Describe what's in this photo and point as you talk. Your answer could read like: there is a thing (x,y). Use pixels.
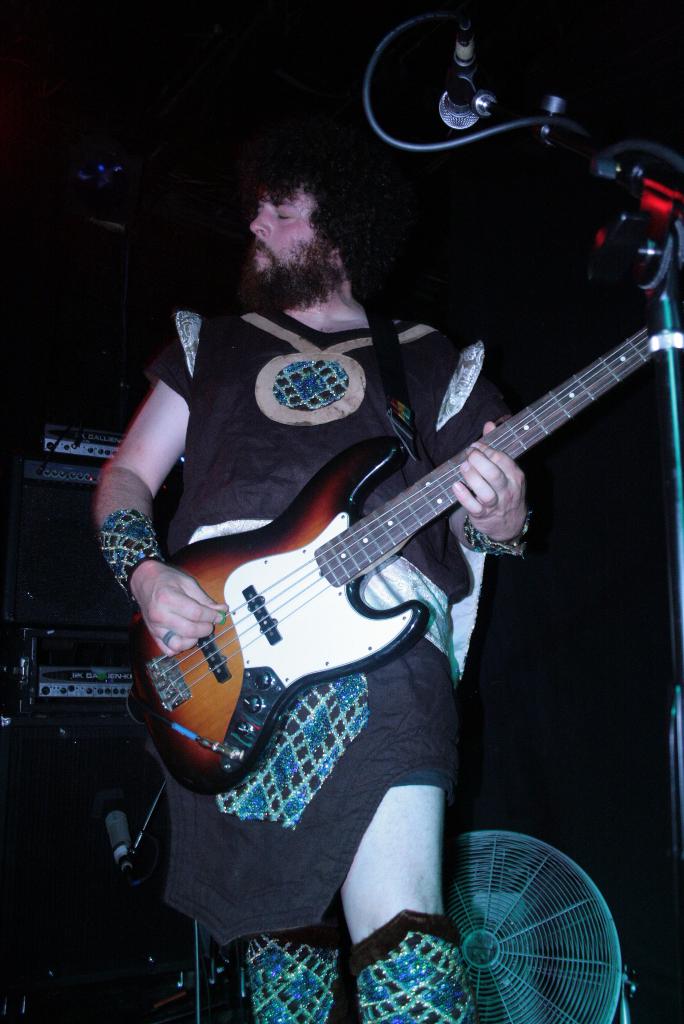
In this Image I can see a man (321,153) is standing and holding a guitar (396,609). I can also see he is wearing a costume (292,410). Here I can see a mic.
